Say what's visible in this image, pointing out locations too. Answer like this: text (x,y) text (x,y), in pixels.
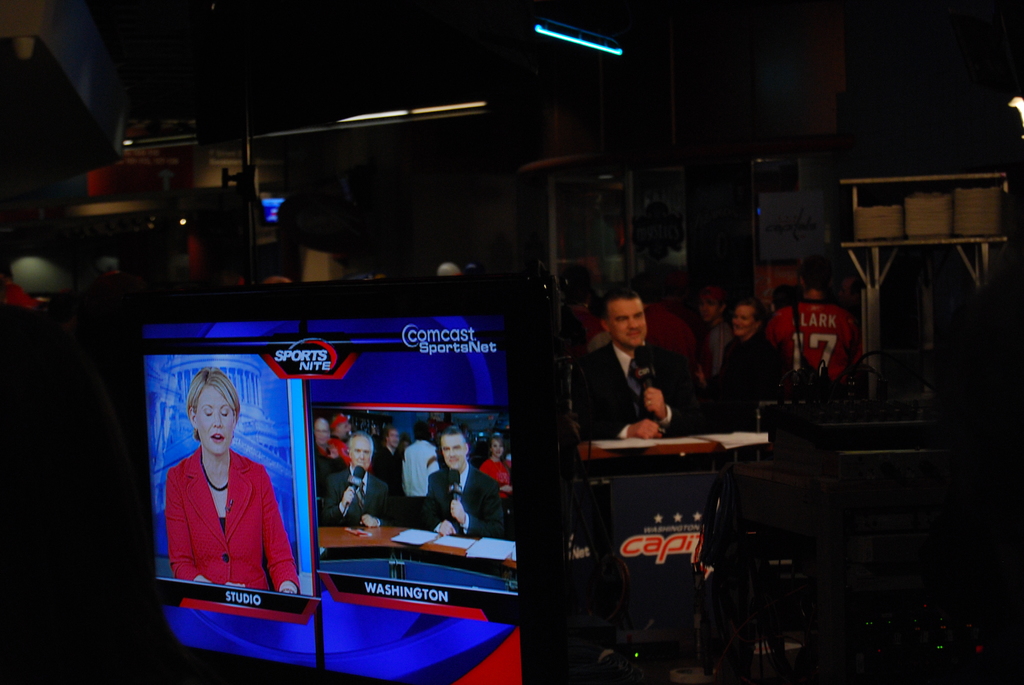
In this picture we can see a screen (332,300) and some people (845,319) where a man (681,394) holding a mic (641,356) with his hand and standing at the podium (611,458) and in the background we can see lights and it is dark.
